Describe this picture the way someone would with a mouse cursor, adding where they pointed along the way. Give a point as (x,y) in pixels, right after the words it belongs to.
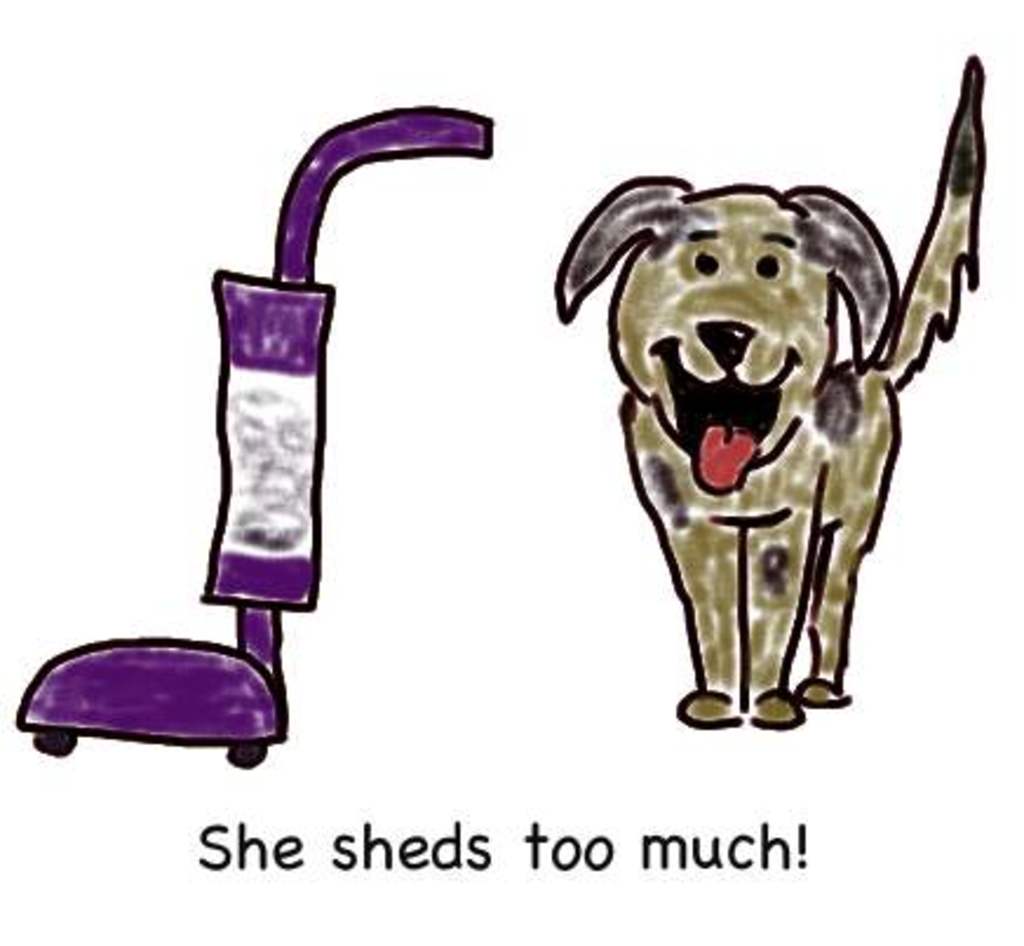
In this image I can see depiction picture where I can see a vacuum cleaner (351,160) and a dog (714,442). I can see colour of this vacuum cleaner (259,647) is purple and white. I can see colour of this dog (800,430) is black and green. Bottom of this picture (369,820) I can see something is written.
